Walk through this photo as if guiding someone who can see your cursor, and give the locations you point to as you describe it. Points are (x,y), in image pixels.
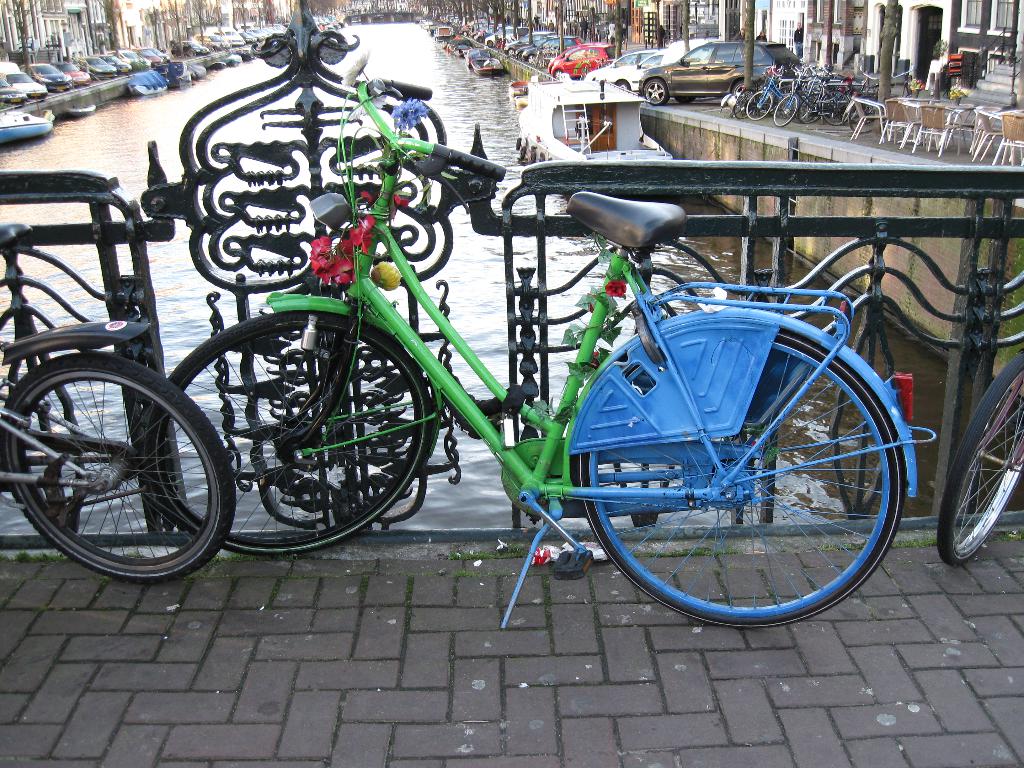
In this image there are cycles (57,445) parked on the ground (570,630). Behind the cycles (622,227) there is a railing (59,266). Behind the railing (588,234) there is the water (109,153). There are boats (463,51) on the water (93,152). On the either sides of the water (454,78) there are cars (609,67) on the ground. Behind the cars (648,60) there are buildings (877,30). In the top right (999,112) there are chairs (947,128) and tables (925,98).
